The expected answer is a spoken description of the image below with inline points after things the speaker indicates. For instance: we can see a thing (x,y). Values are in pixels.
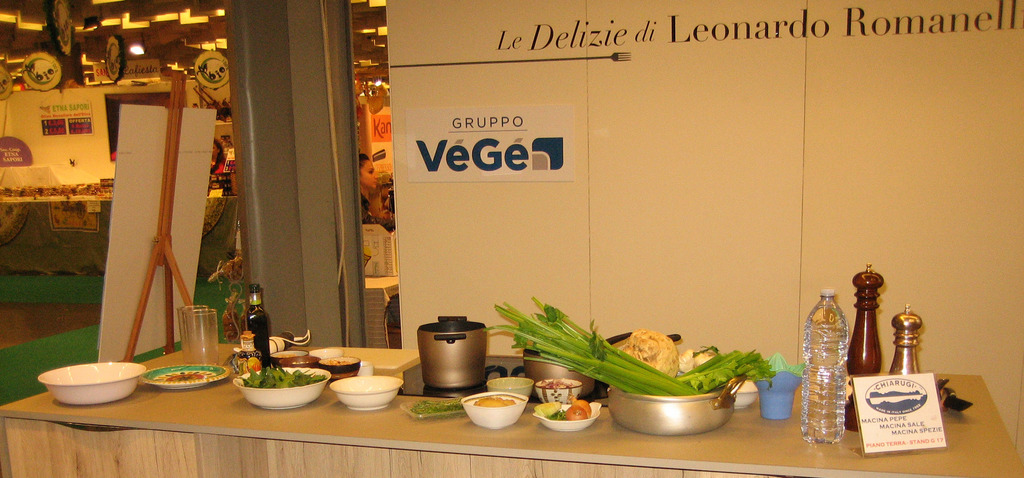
In the foreground of the picture (204,374) there is a table (275,417), on the table (238,401) there are bowls (297,363), plates (180,374), bottle (823,350), pan (474,353), glasses (211,330), name plate (917,410) and food items (696,364) and other objects (437,359). On the left (140,239) there are board (125,252), stand (175,144), pillar (304,191), table (35,217), lights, banners (54,68), bowls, people (370,198) and various food items (52,188). In the center (589,166) there is a wall (749,40), on the wall (642,47) there is text (440,160).
